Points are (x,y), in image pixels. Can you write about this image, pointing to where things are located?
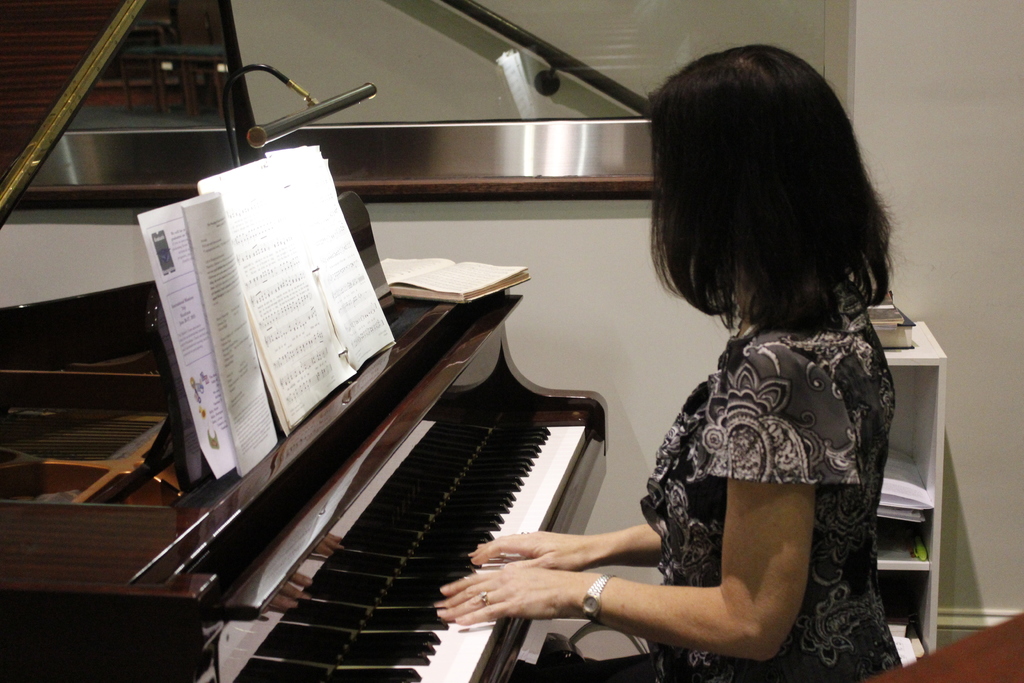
In this image I see a woman (856,409) who kept her hands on the piano (415,362) and there are books (168,260) on it. In the background (519,333) I see the wall (970,341) and the rack (911,598).
